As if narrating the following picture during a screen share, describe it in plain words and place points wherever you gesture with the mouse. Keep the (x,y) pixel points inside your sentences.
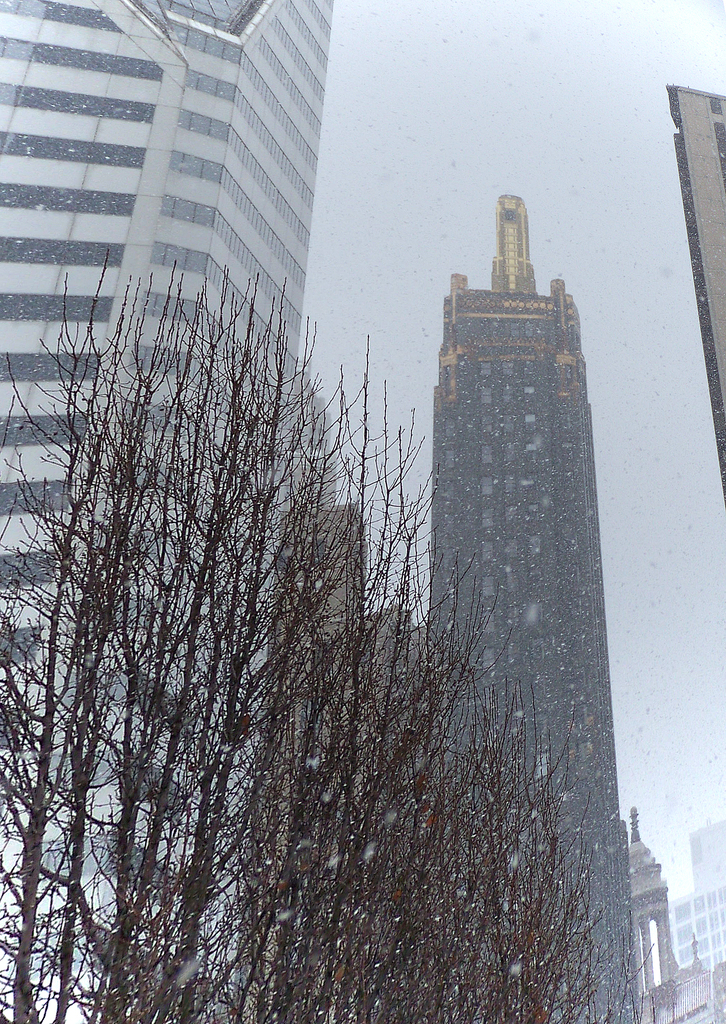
In this picture I can see few trees (261,853) and buildings (542,739) in the middle (296,632). At the top (523,126) there is the sky (534,138).
